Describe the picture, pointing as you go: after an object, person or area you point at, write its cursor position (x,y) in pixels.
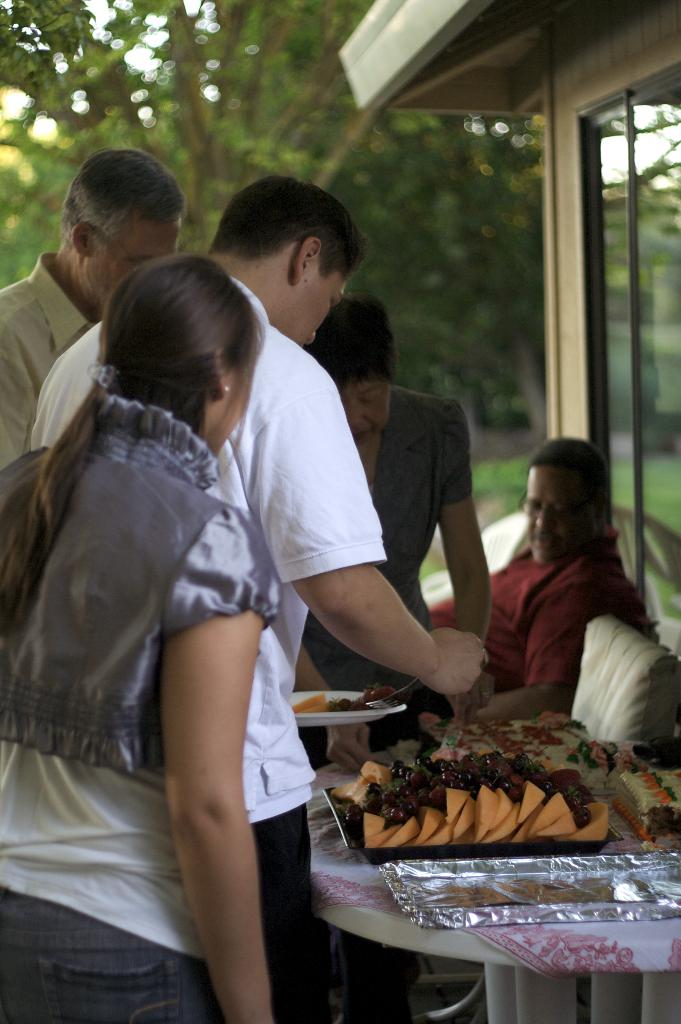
In this picture I can see there are few people (163,606) standing here and there is a table (673,933) here and there is a tray (519,854) of fruits (475,811) and the man (354,635) is serving the fruits (402,775) in to the plate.
